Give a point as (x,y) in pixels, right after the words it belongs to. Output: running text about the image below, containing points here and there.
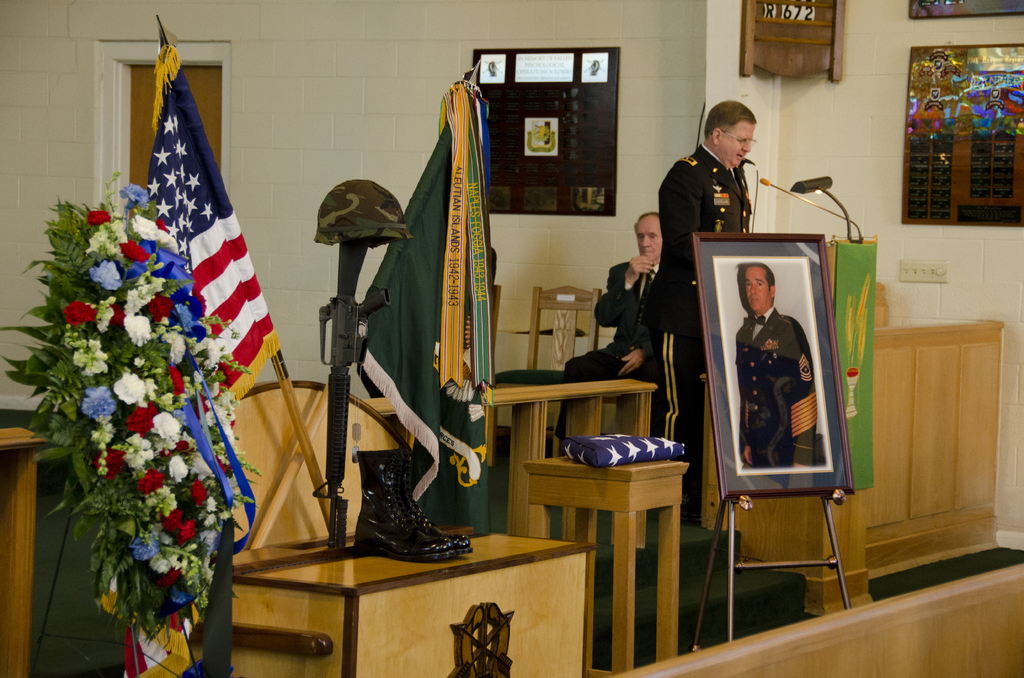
In front of the picture, we see a table (437,574) on which rifle (339,323), cap (338,238), shoes (389,491) and the flag poles (291,410) are placed. Beside that, we see a flower bouquet (158,446). We see the flags (272,339) in white, red, blue and green color. In the middle (645,441), we see a stool (621,536) on which a blue color cloth (604,455) is placed. Beside that, we see a stand (748,501) and a photo frame (783,404). Behind that, we see the man (723,213) in the uniform (693,308) is standing. In front of him, we see a podium (829,263) on which a microphone (828,212) is placed. He is talking on the microphone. Behind him, we see a man (609,303) is sitting on the chair (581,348). Beside him, we see an empty chair (561,313). On the right side (922,307), we see a wall (945,314) on which the photo frames (912,98) are placed. In the background (195,80), we see a door (209,116) and a black color board (510,124) on which some poster (544,76) pasted are placed on a white wall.
